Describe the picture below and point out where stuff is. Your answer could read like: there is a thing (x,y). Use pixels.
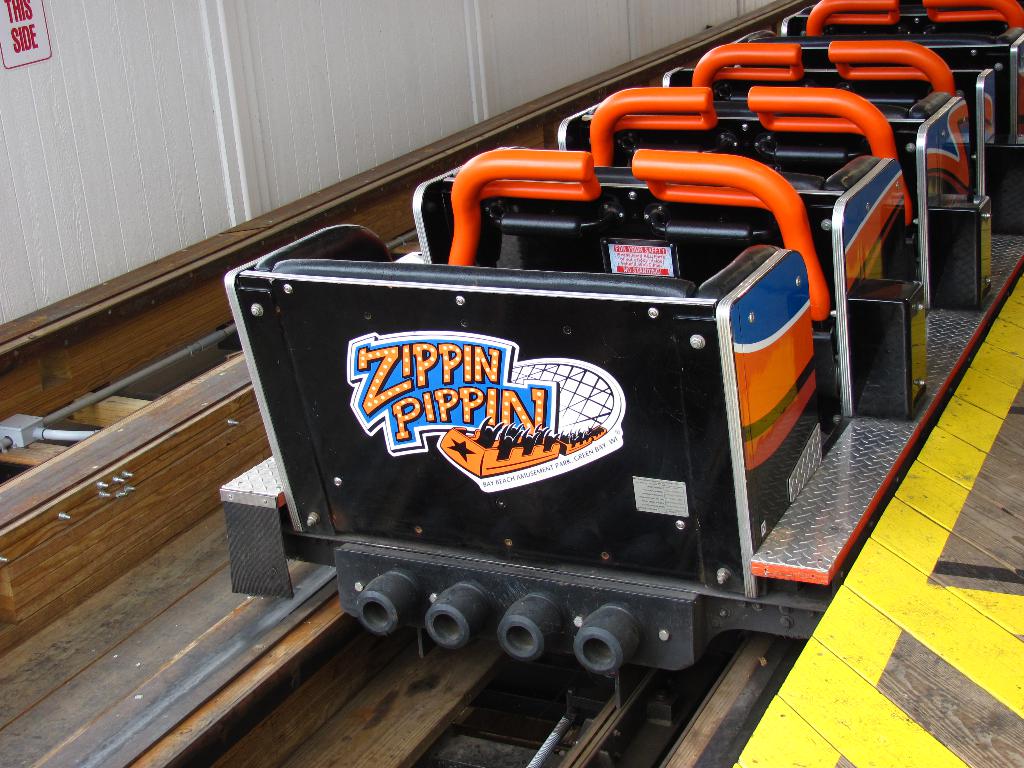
In this picture we can see a roller coaster (649,471) on the tracks (328,647), in the background (31,38) we can see a sign board (45,52) on the wall (110,149).
